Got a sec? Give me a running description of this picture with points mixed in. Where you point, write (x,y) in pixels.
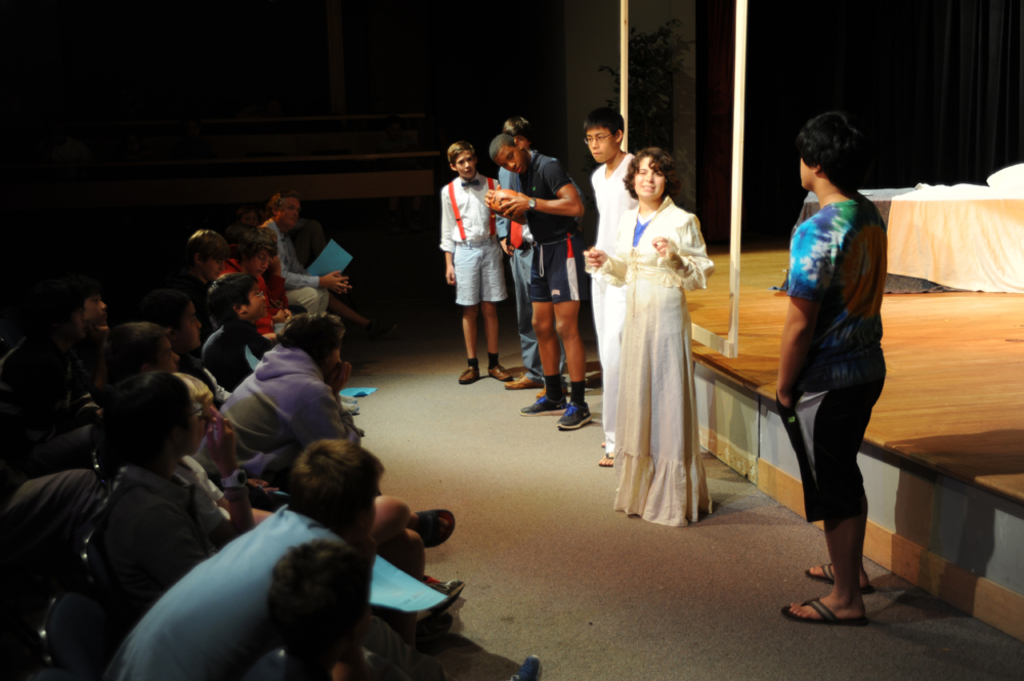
People (156,445) are seated on the left (258,410). Few people (792,366) are standing. There is a stage (946,444) on the right (734,393) which has a frame (739,252) and a table (947,230). There is a plant (652,101) at the back (652,110).
